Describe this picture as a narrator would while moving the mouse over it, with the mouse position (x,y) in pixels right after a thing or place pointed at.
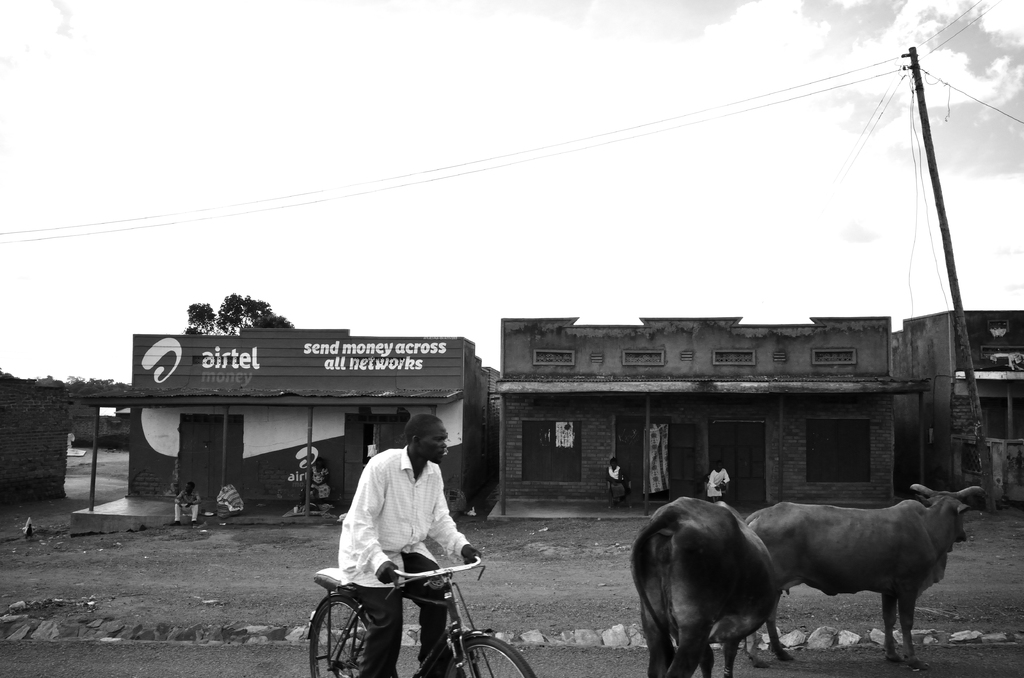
It is a black and white picture, there is a man (385,562) who is riding cycle (445,642) beside him there are two buffaloes (749,583), beside the buffaloes (729,528) there are two houses (439,400) in the background there is a tree (246,300), sky (777,168) and a current pole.
